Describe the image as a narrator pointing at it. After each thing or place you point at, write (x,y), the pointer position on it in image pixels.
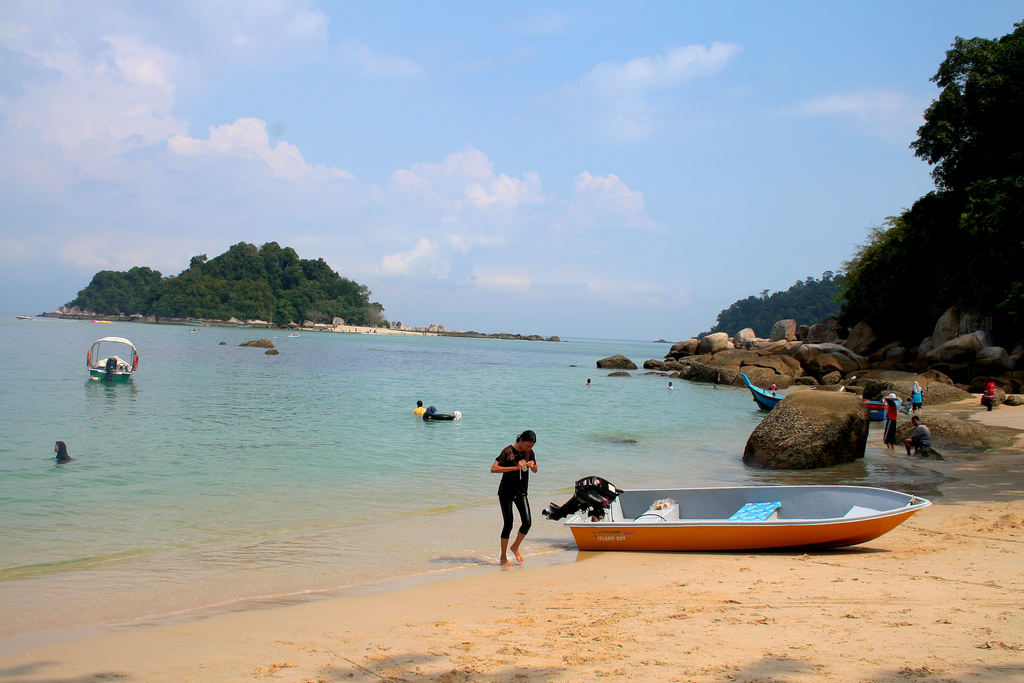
In this picture we can see boats (732,547) and some people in the front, there is water (583,398) on the left side (324,412), on the right side (931,394) there are some rocks (871,383), in the background (874,297) we can see trees (248,300), there is the sky (536,43) and clouds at the top of the picture (347,80).
